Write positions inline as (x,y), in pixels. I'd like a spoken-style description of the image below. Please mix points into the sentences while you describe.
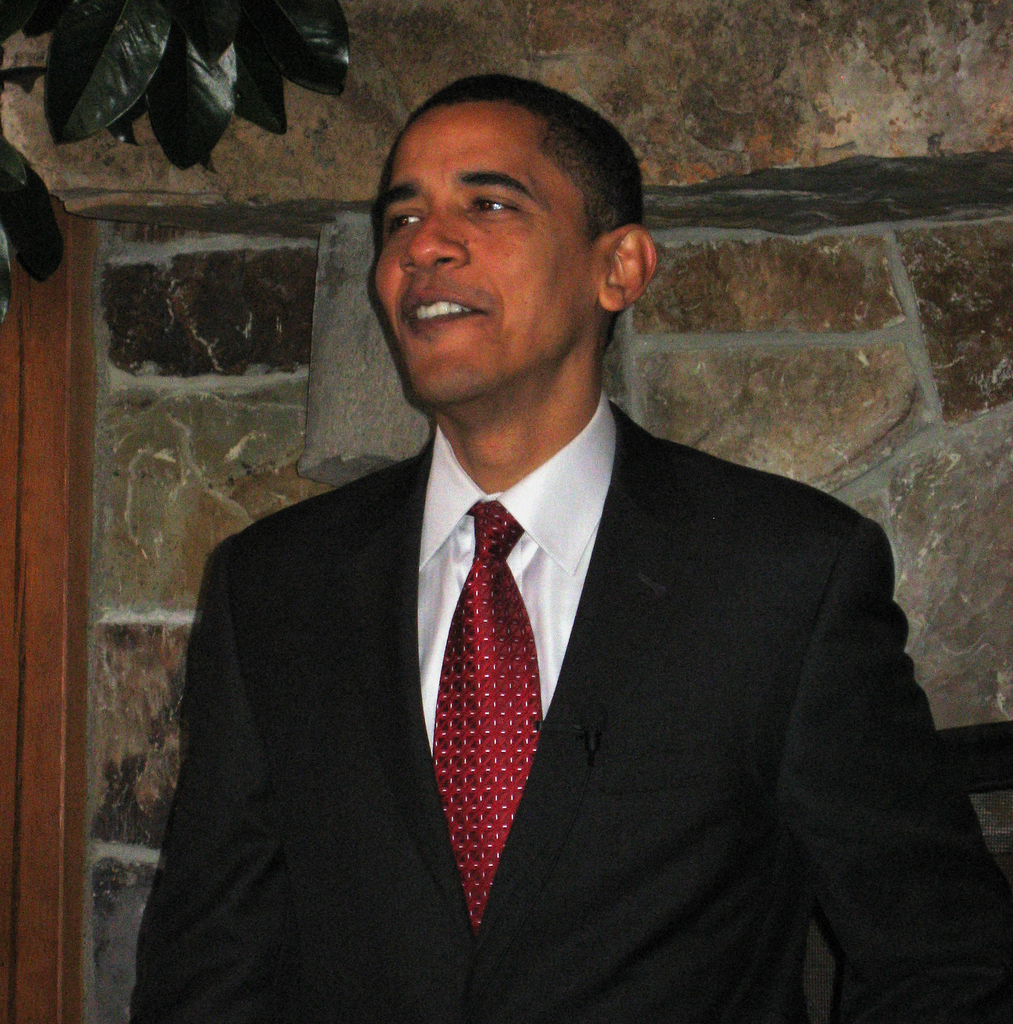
In the picture we can see a man (442,856) standing and smiling and he is wearing a blazer (746,753) which is black in color with a tie (469,851) and shirt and in the background (161,207) we can see a wall (791,456) with rocks (127,549) and beside it we can see a wooden frame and to the ceiling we can see some leaves (320,73) which are green in color.
